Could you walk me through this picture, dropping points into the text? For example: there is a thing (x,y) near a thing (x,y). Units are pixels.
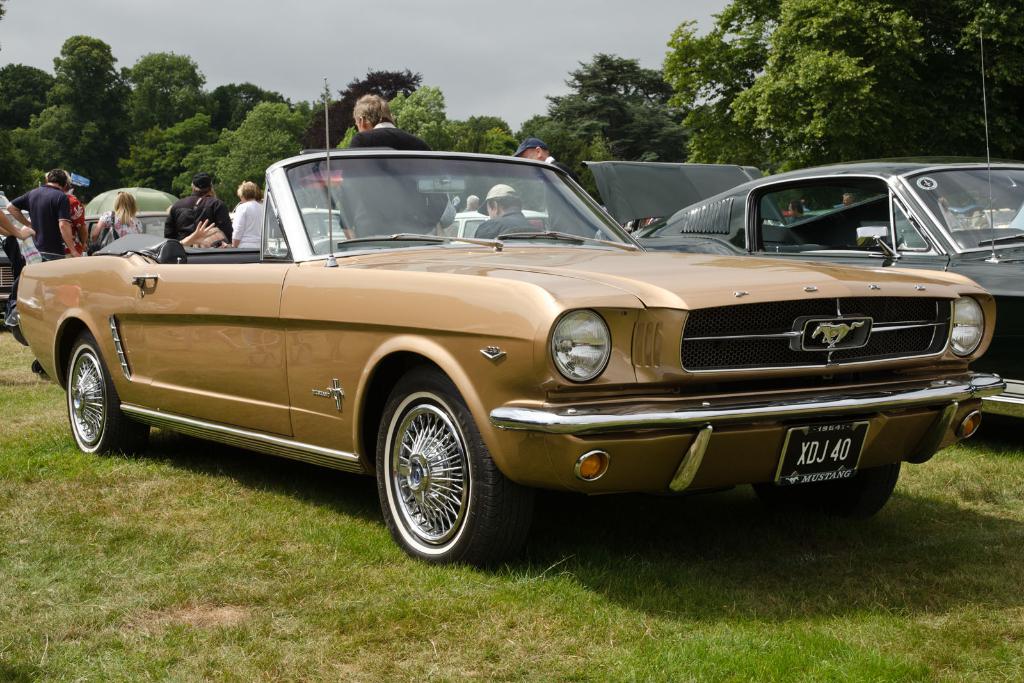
In the background (449,41) we can see sky (630,41), trees (642,78). Here we can see people (39,210). These are vehicles (784,357). Here we can see headlights (595,333) and number plate (852,431). Here we can see grass (336,657).
